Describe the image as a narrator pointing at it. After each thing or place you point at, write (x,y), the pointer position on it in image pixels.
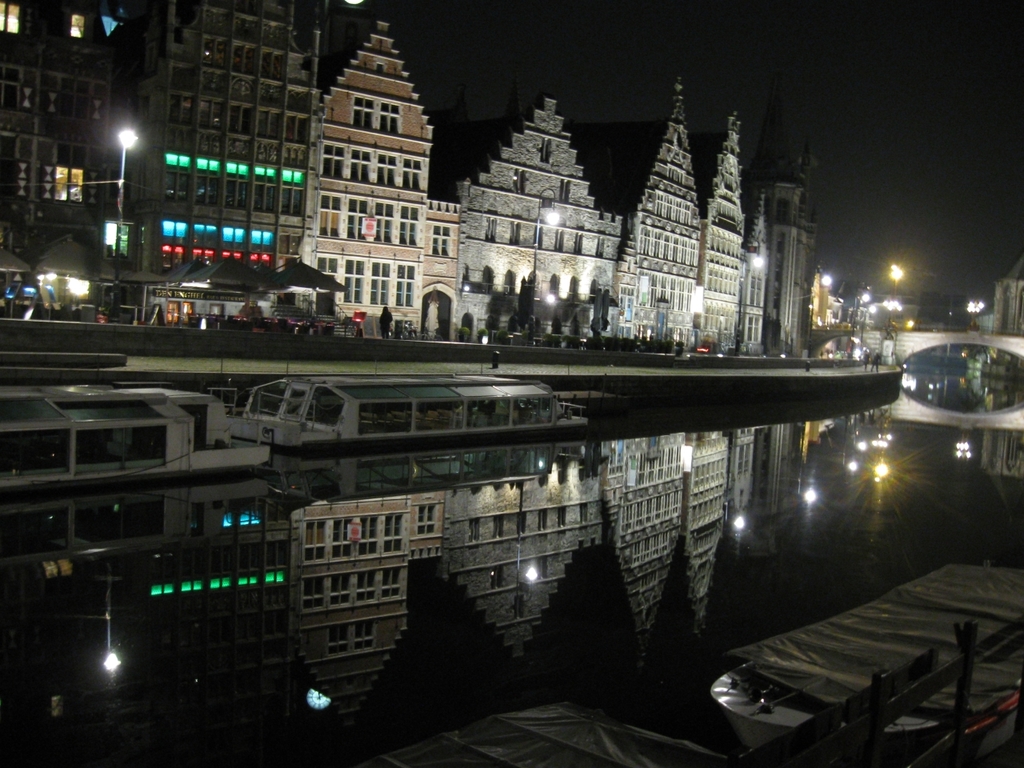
In this picture there is a small water pond (402,474) and two white color boat (28,484) are standing. Behind there are some castle buildings (617,216) and street lights (466,288). In the background (848,331) we can see a old bridge (897,338).
